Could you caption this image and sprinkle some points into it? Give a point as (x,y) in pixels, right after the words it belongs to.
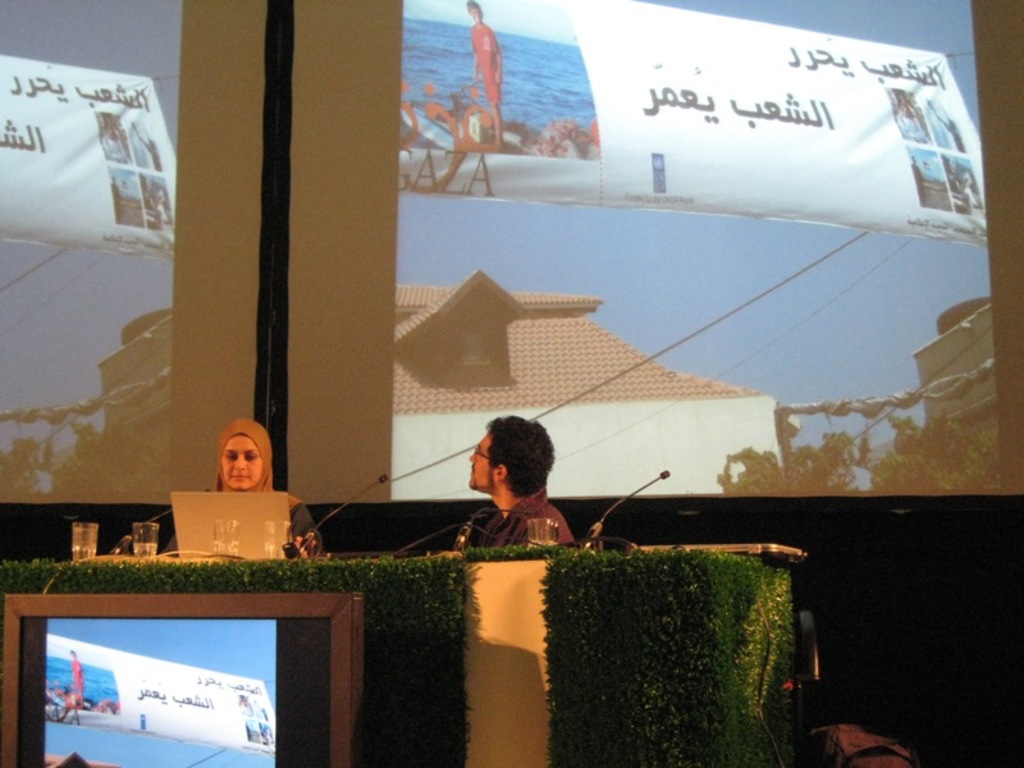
In this image there is one man (485,487) and one woman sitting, in front of them there is a table (174,555). On the table (659,607) there are mike's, glasses (92,538) and a laptop (179,521), and in the background (159,359) there are screens (567,201). On the screens (735,310) there are houses (519,307), boards (593,178), sky (750,310), wires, trees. On the boards (476,88) there is text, and at the bottom of the image (135,661) there is screen (179,679) and some plants (398,631) and some objects (856,737).
